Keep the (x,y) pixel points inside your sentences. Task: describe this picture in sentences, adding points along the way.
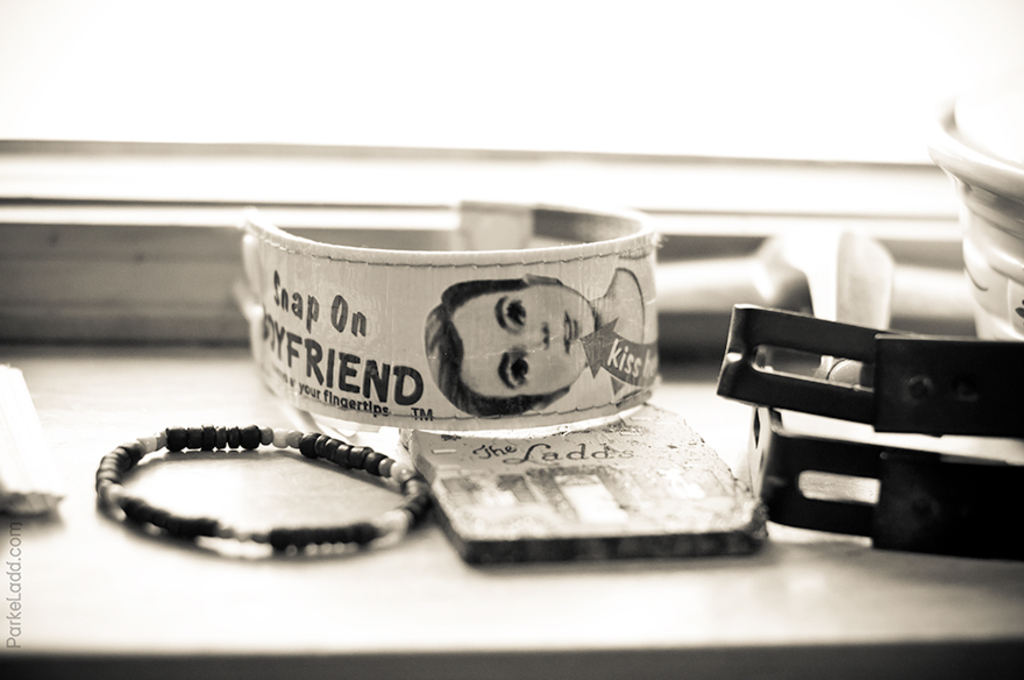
This image consists of a bracelet (313,450) and objects (892,474) made up of metal (833,395). In the middle (447,415), there are two things (424,407) in white color. In the background (368,222), it looks like a window (972,14).
